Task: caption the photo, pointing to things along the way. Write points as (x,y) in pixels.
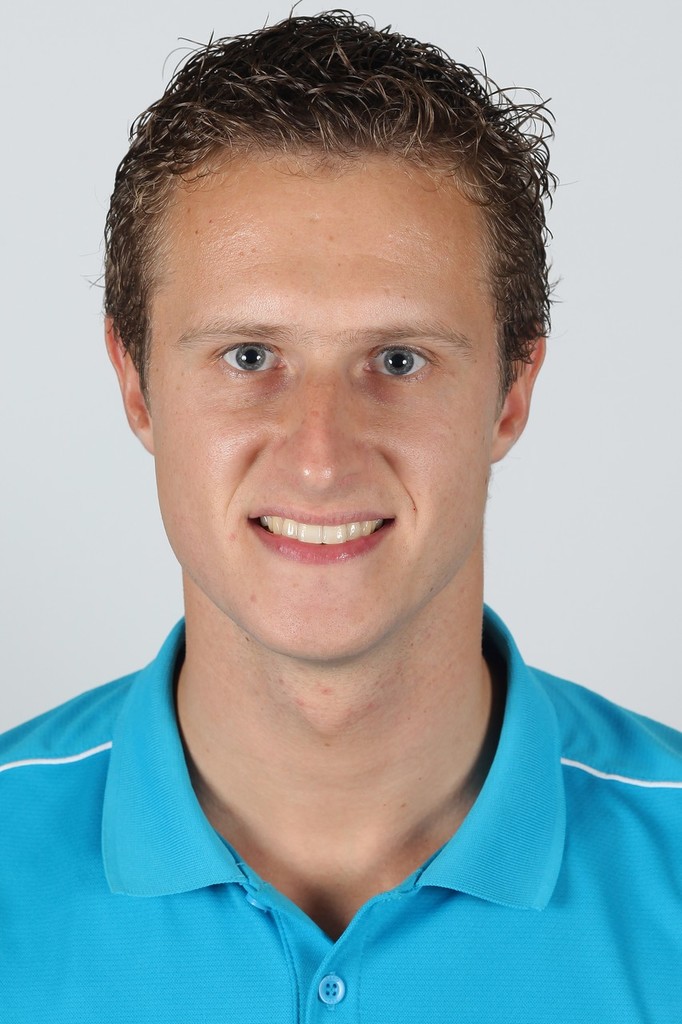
In this image I can see a man (405,677) in front (643,808) who is smiling and I see that he is wearing a blue color t-shirt (101,718) and I see the white color background (49,631).
